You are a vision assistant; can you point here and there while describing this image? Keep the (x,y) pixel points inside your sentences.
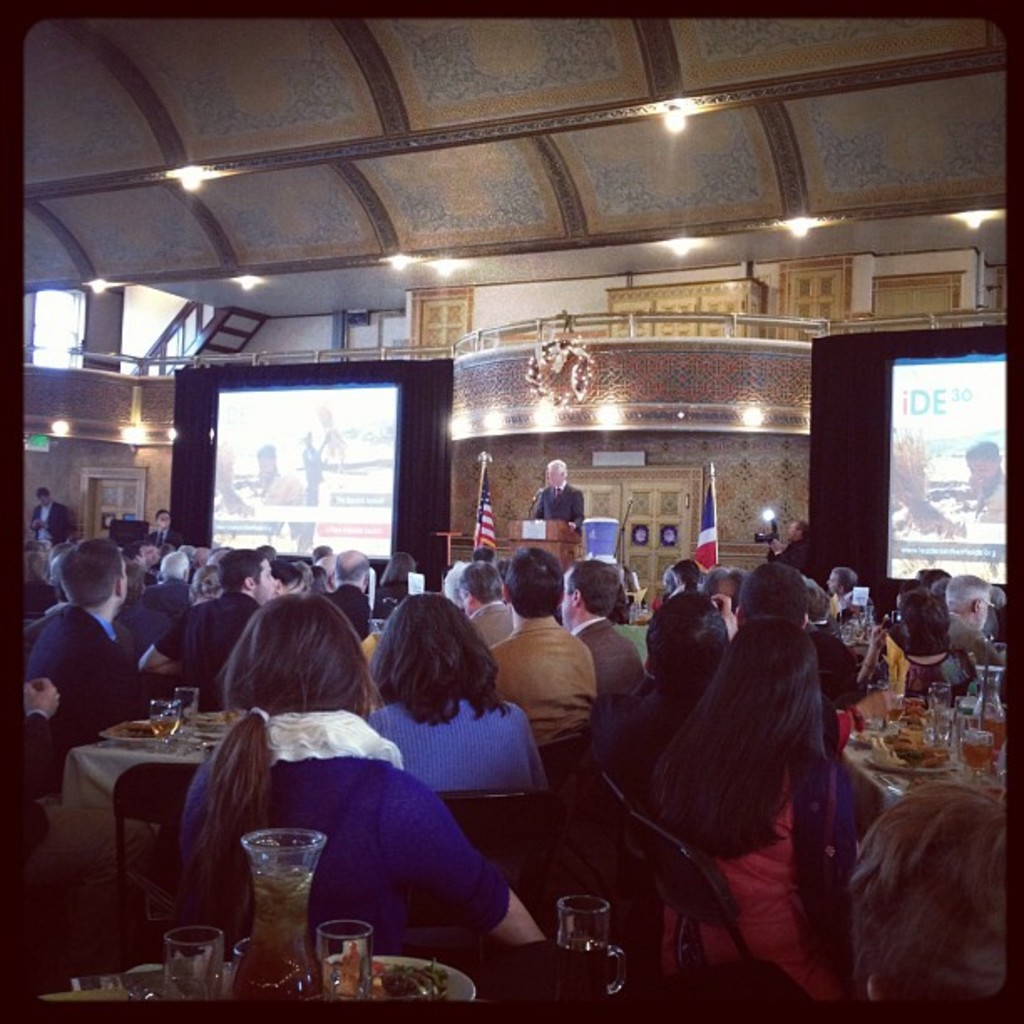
There are many people (332,694) sitting around tables (851,746). On the table (926,725) there are glasses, flask (303,965), plates (409,971), food items (409,971). And there are many chairs (620,808). In the background (564,475) there is a person (554,493) standing in front of a podium (540,525). There are flags (709,548). There are two screens (357,433), lights (814,220), and there is a staircase (207,329).
